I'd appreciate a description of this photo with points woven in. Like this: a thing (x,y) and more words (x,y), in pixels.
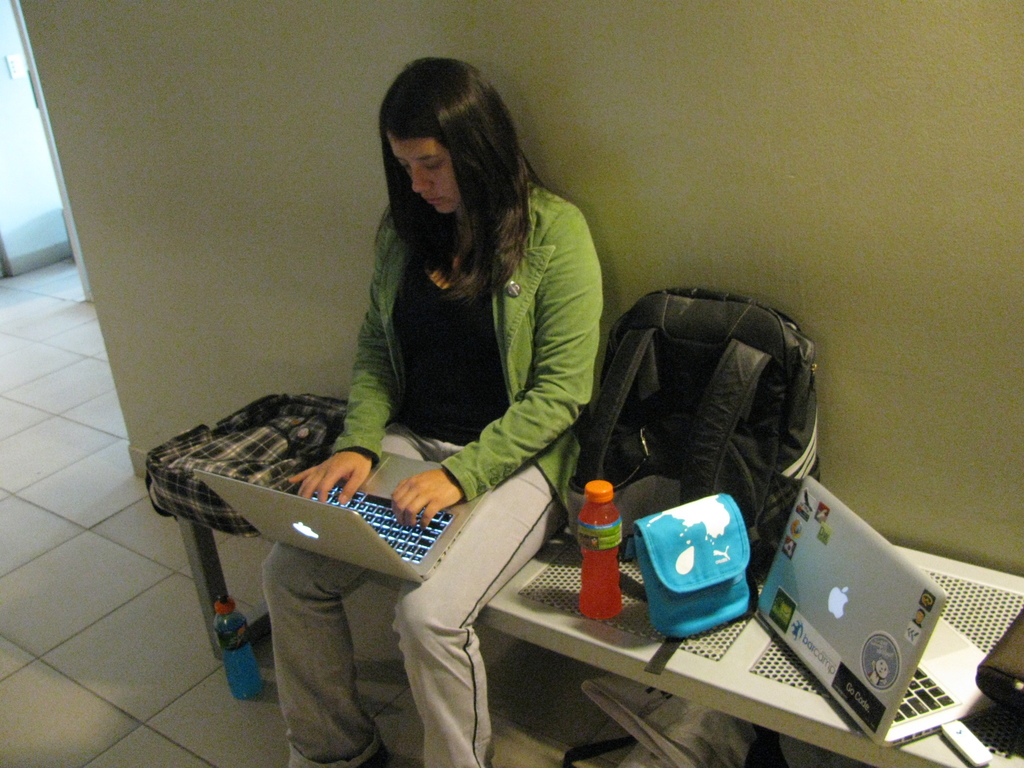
There is a woman (471,369) sitting on a bench (561,552) and operating a mac book (353,499) and there is a bag (685,422), laptop (874,587), water bottle (596,532) on the bench (648,623).
